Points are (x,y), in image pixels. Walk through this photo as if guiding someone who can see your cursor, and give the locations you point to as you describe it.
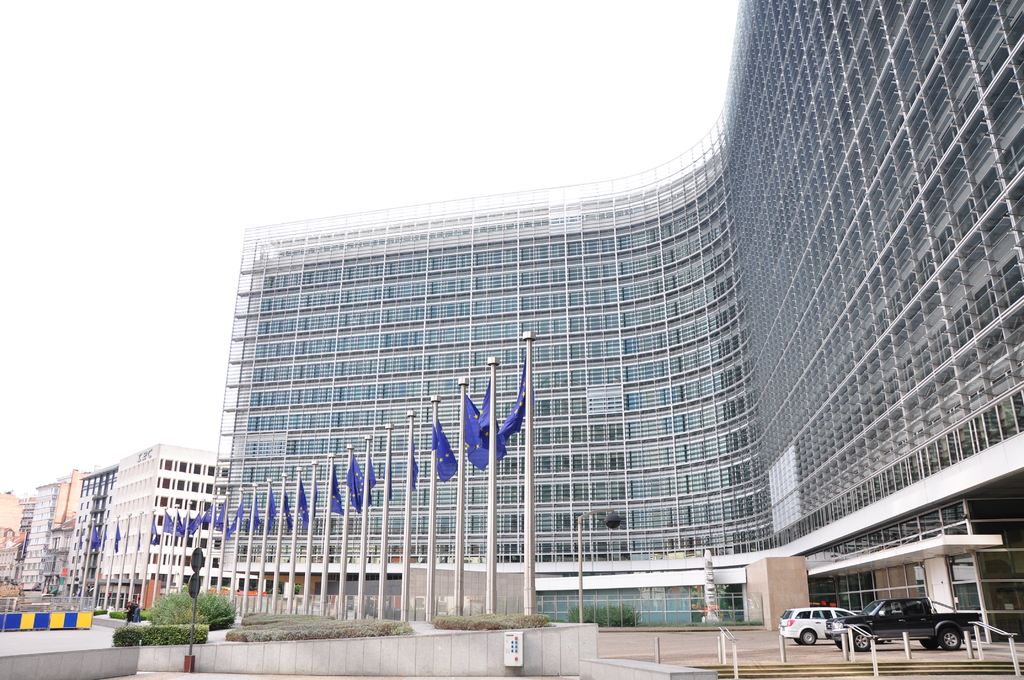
In this image there are flags (257,526), bushes (591,620), plants (163,630), cars (790,638), stairs (790,670), poles (851,642), buildings (758,597) and boards (85,617). At the top of the image (222,90) there is sky (178,120).
